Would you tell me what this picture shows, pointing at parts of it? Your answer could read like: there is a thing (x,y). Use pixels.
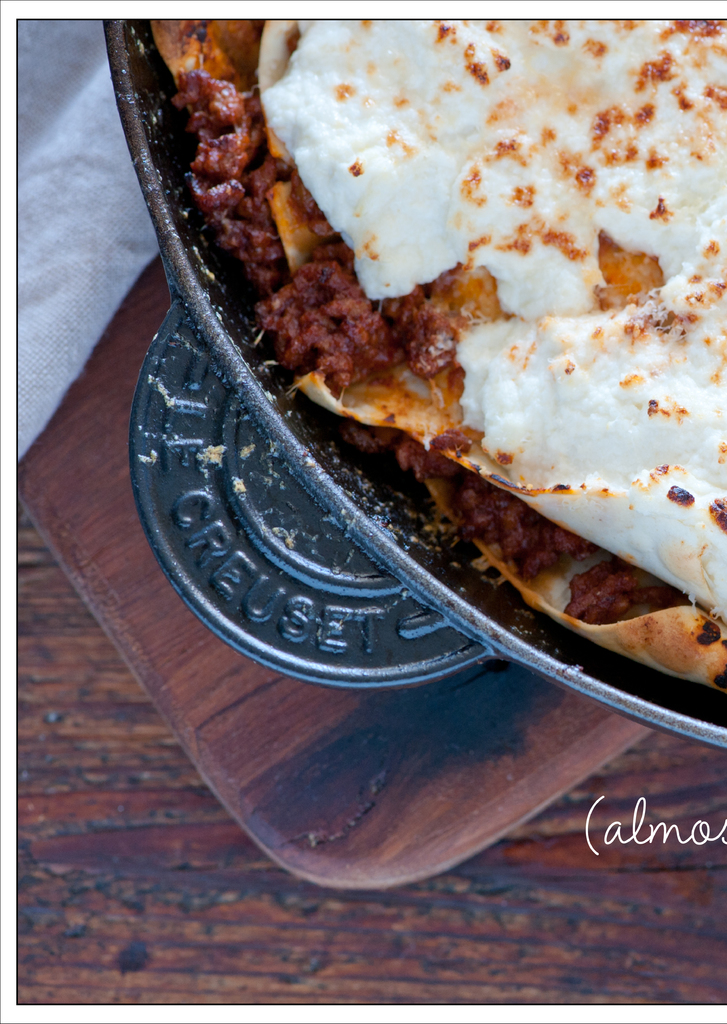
In this image I can see food (547,506) in the plate (581,656). Food (572,500) is in white, brown and red color. The plate (708,740) is on the brown surface (476,834).
